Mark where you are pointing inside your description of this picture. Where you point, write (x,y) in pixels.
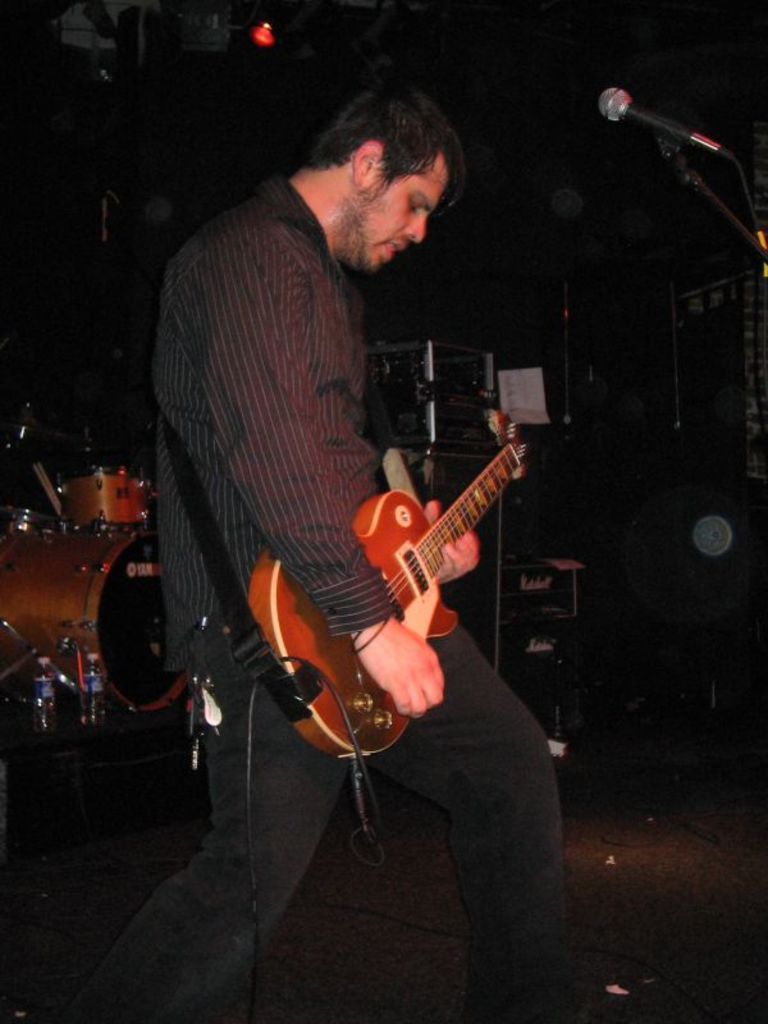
a person (377,604) is standing playing guitar (474,515). in front of him there is a microphone (680,138). behind him at the left (107,621) there are drums (96,634) and water bottles (88,681).
